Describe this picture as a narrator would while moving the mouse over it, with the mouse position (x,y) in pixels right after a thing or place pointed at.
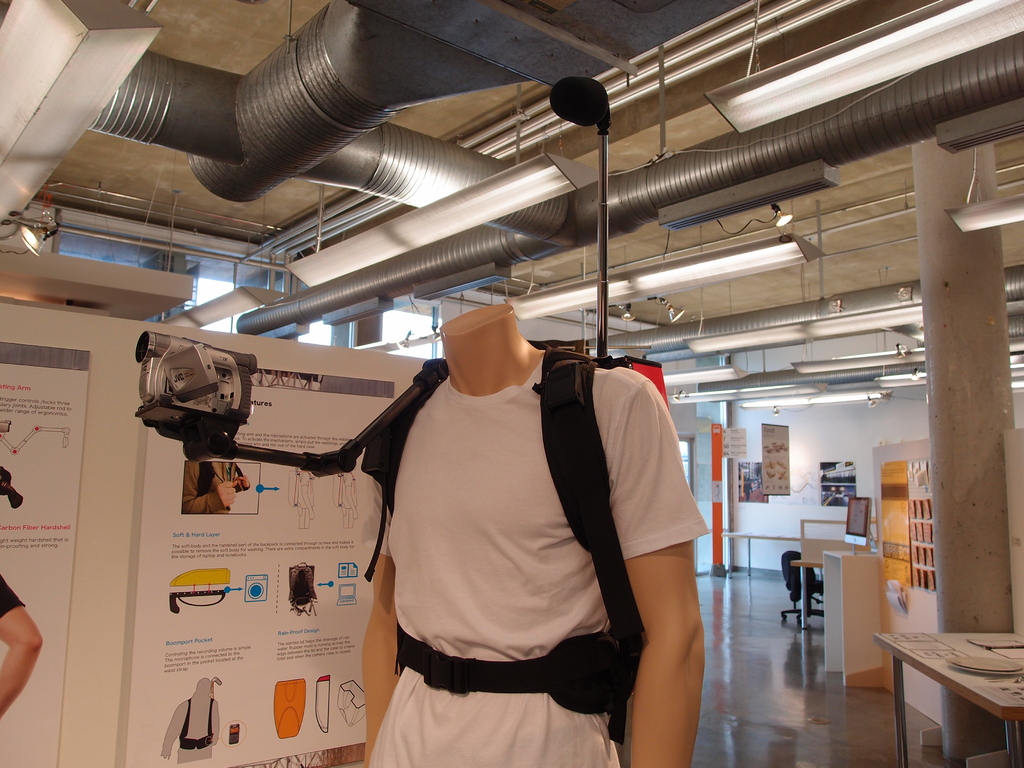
In this image I can see a mannequin (481,325) without a head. It's wearing a bag (578,402) and a white dress (494,695). There is a pillar (938,274) on the right (945,255). There is a chair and a monitor (856,520) at the back (788,579). There are banners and lights (644,279) at the top (967,208).
